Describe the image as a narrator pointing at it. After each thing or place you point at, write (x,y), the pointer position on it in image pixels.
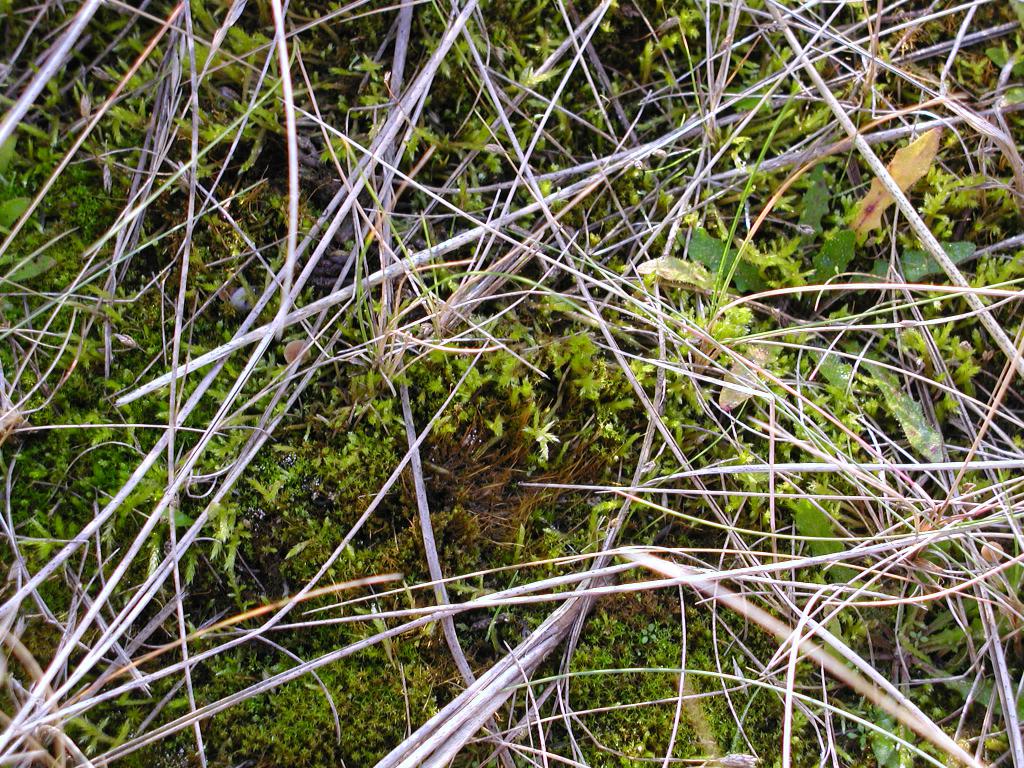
In this picture, we see the wooden twigs (379,581). In the background (505,440), we see the grass (578,222) and it is green in color.
